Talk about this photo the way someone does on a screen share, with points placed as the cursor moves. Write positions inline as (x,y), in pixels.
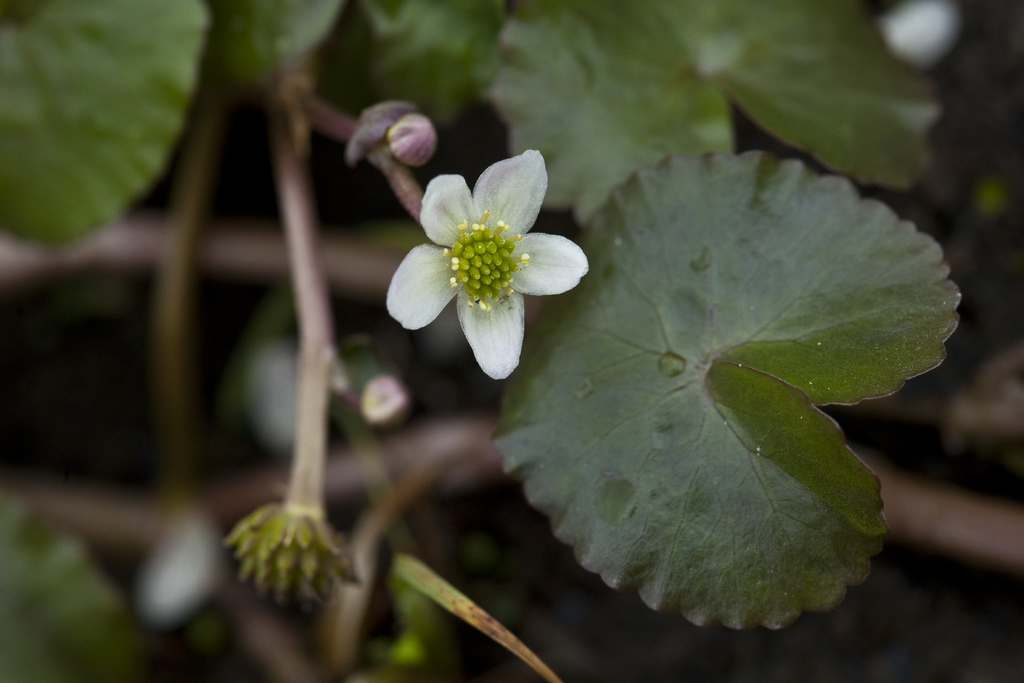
This picture contains a plant (607,251) which has a flower (568,285). This flower (496,255) is in white color. In the background (616,117), it is blurred.
